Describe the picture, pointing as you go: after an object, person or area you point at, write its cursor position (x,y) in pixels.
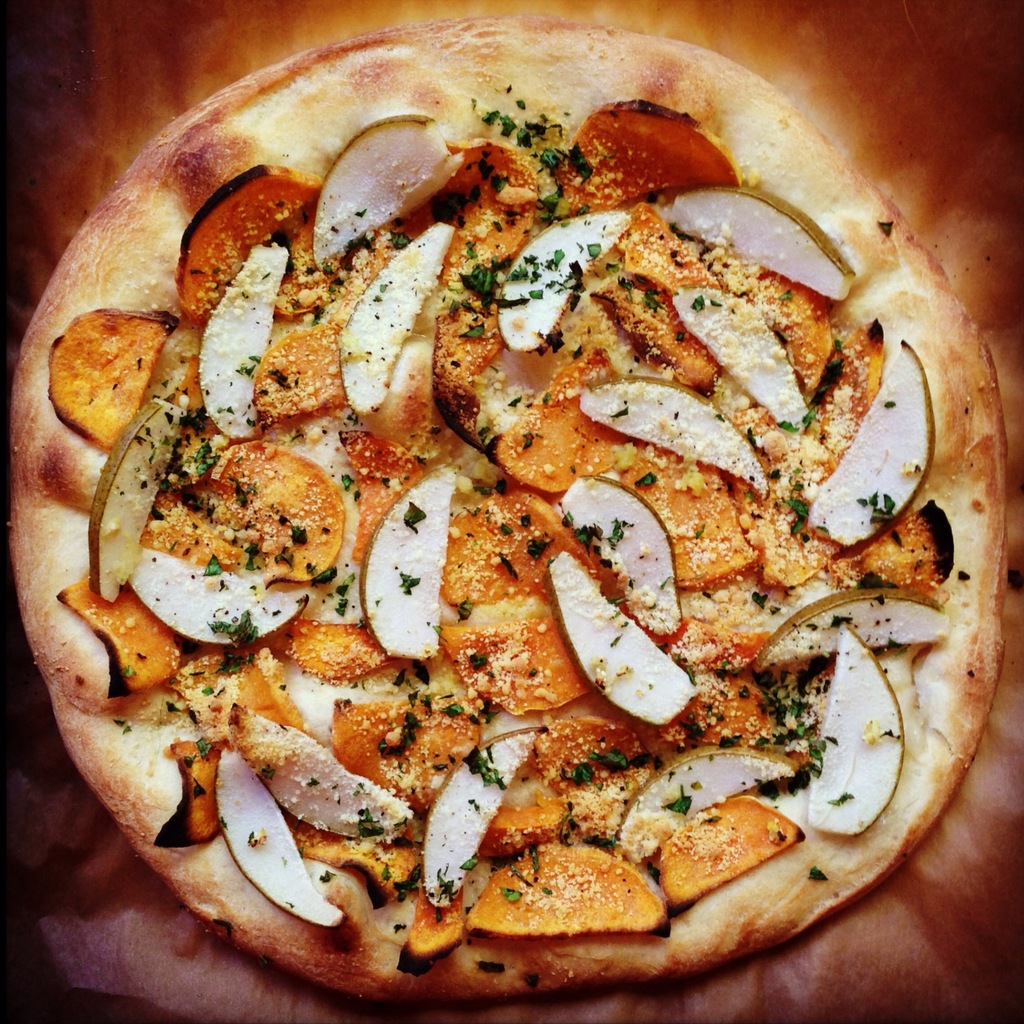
In this image we can see a food item (452,513), on that there are some vegetable slices (560,650), and the background (949,1003) is blurred.
